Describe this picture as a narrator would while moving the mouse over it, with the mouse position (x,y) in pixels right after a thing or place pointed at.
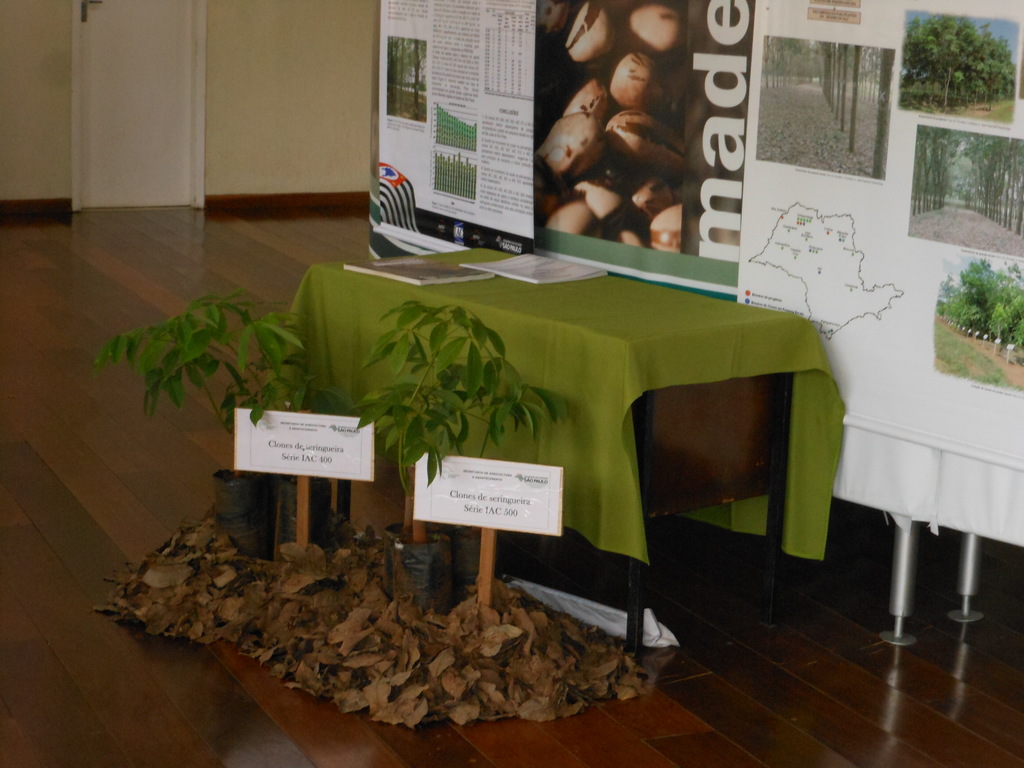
In this image in the center (681,359) there is one table (599,334), on the table (583,336) there is one cloth (583,336) and some books (419,267), beside the table (537,340) there are some plants (267,485), boards (241,455) and dry leaves (356,608). In the background (698,33) there is a wall (261,73), door (199,115) and some posters (571,160), at the bottom (136,520) there is a wooden floor (851,634).
